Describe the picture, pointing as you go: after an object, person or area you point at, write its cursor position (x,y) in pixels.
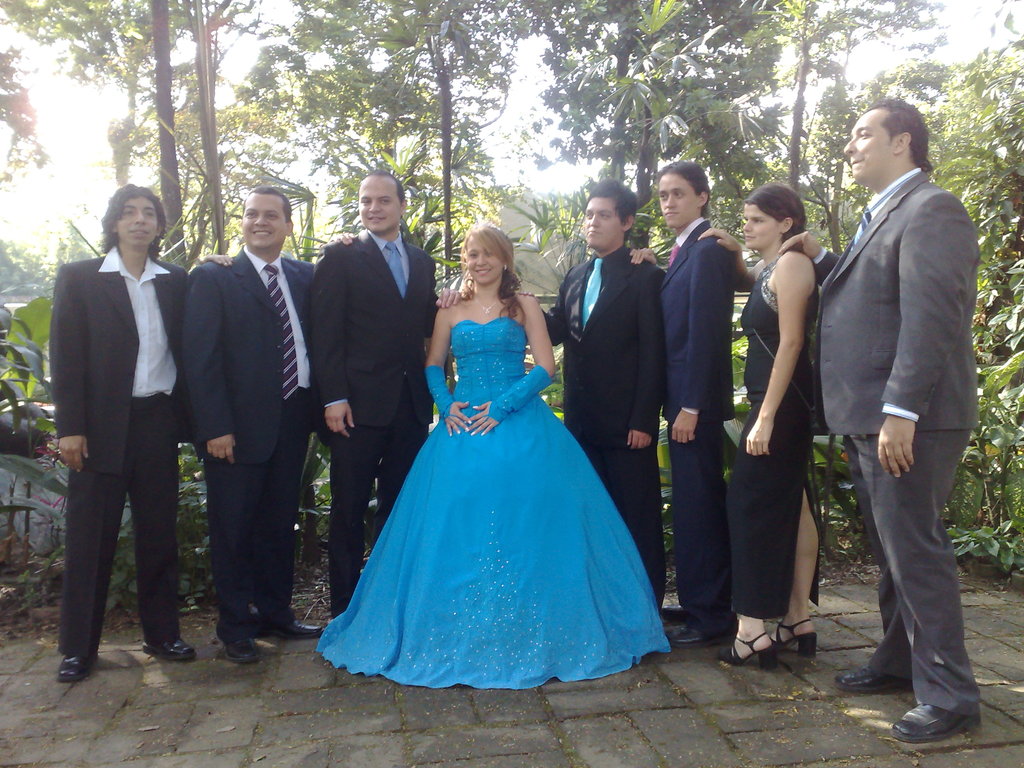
In this picture we can see a group of people (543,362) standing on the walkway (559,690). Behind the people (268,416) there are trees (817,150) and plants (555,376).
